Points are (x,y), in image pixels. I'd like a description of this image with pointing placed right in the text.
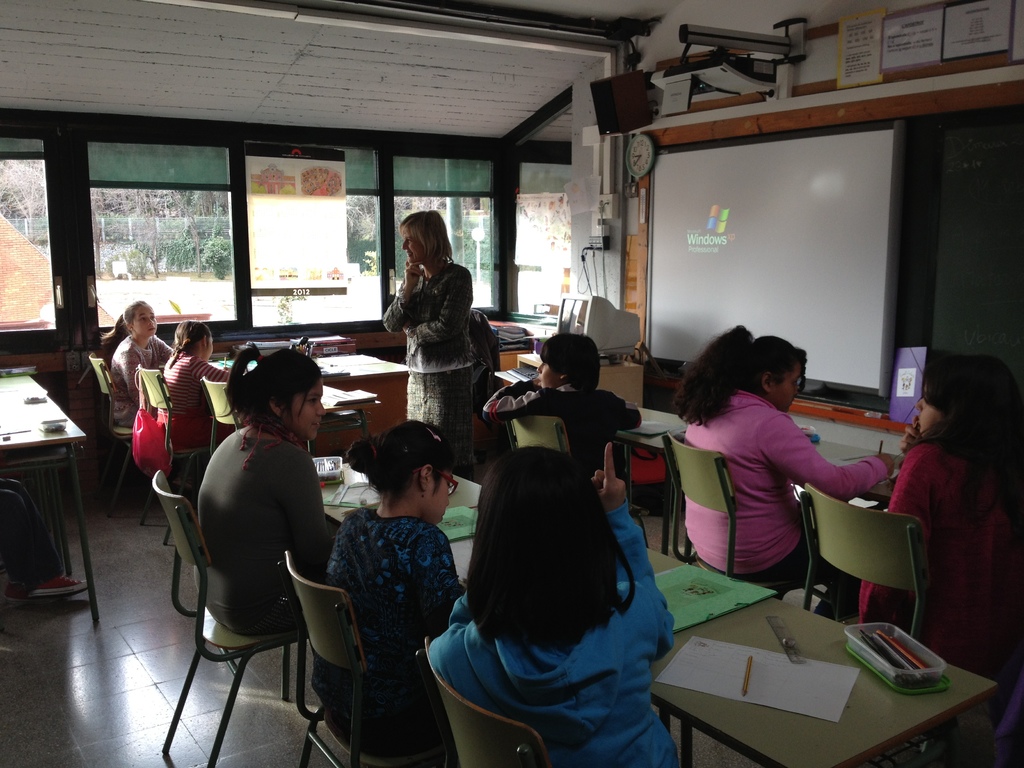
In the image we can see there are people (212,479) who are sitting on chair (145,389) and a woman (448,410) is standing on the board (782,159) we can see there is projector screen (720,275).
